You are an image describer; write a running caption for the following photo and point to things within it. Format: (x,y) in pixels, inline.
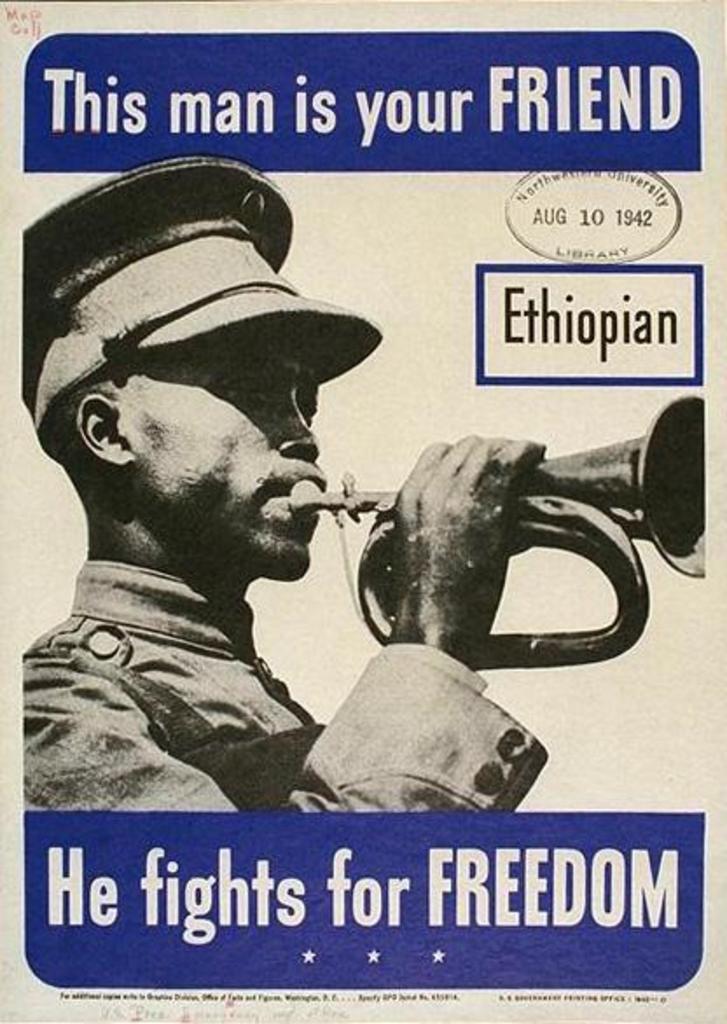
In this image, there is a poster (72,957), on that poster (28,971) there is a man (57,313), at the top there is THIS MAN IS YOUR FRIEND is written, at the bottom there is HE FIGHTS FOR FREEDOM is written on the poster (45,918).
